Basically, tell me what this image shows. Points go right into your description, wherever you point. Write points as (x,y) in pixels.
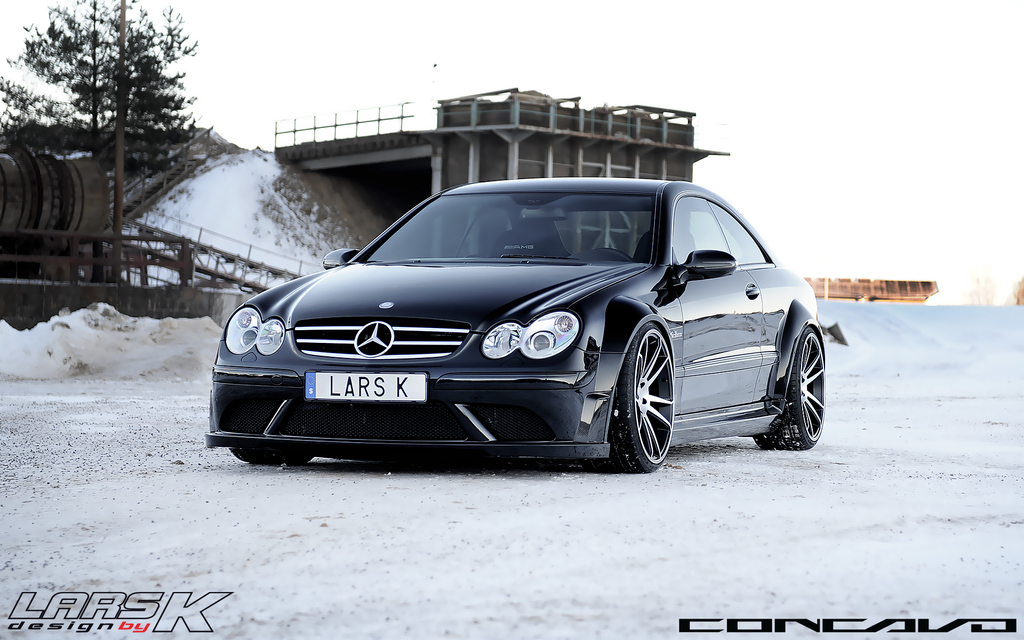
We can see car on the road (135,577). In the background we can see tree (149,135), pole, wall (461,141) and it is white color.
